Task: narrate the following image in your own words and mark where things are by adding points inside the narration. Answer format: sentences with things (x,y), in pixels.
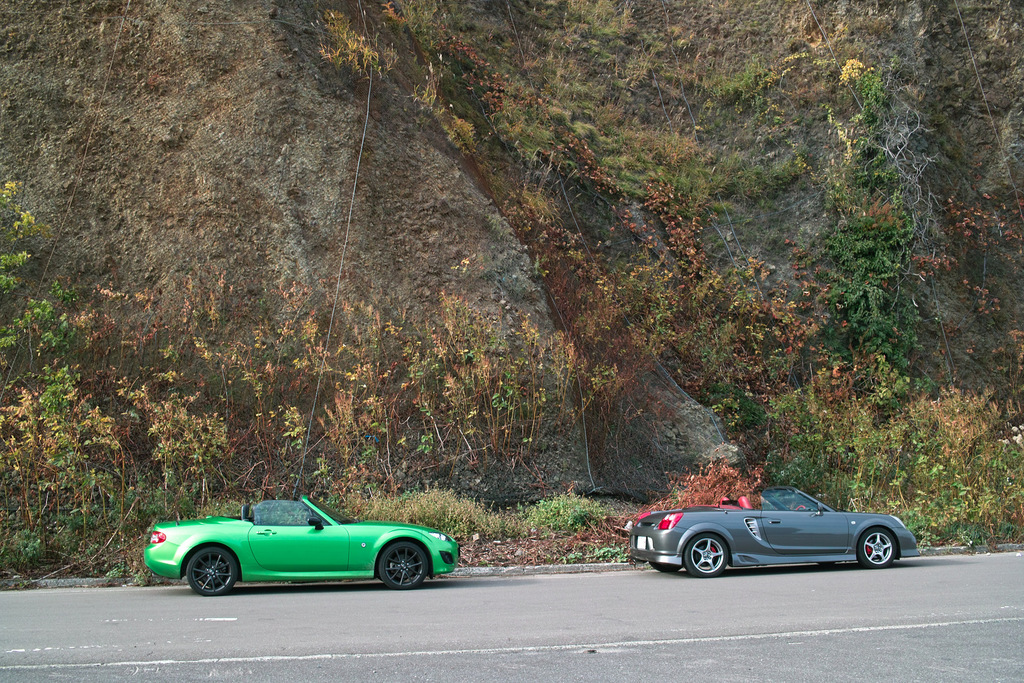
In this image we can see two cars (702,528) parked on the road (374,598). In the background (988,488), we can see group of plants (738,474) and mountain (578,82).
